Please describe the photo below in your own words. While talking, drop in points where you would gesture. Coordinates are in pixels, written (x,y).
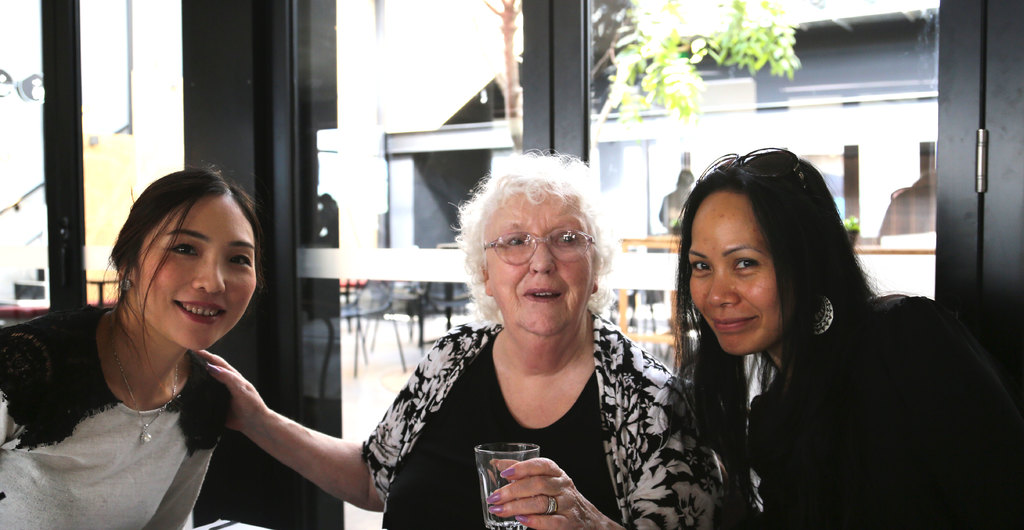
In this picture we can see three women (545,391) sitting, among them one woman (526,474) is holding a glass (499,478). Behind the women (171,345), there is a glass door (524,147). Through the glass door (480,134), we can see chairs (360,308) and a tree (511,112).
